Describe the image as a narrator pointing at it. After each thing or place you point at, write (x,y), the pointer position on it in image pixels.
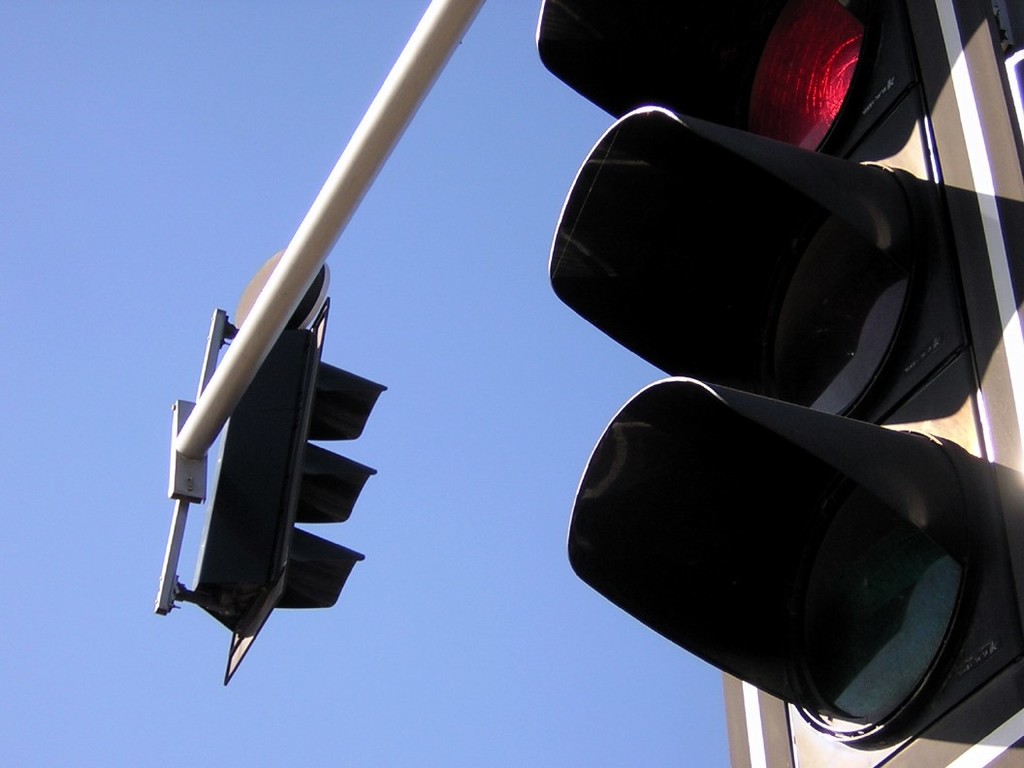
In this we can see a traffic signals (601,254), pole (360,162) and a clear sky (437,303).
